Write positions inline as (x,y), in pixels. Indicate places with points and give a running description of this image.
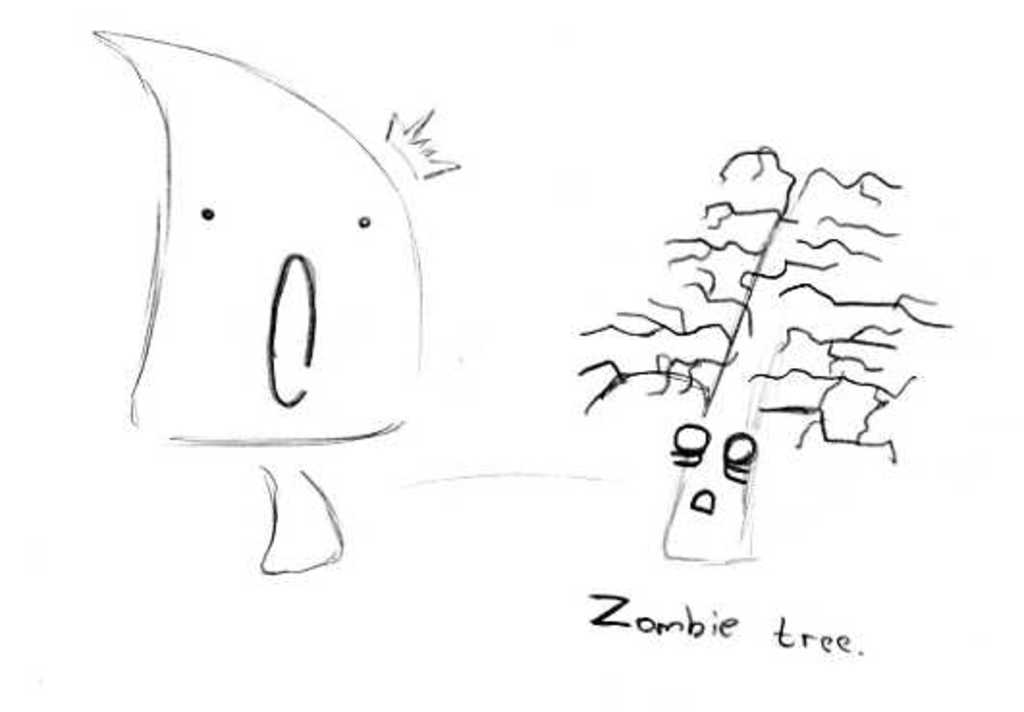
In this image we can see two drawings (245,397). Under this drawing (763,223) it is written as 'Zombie tree'. Background of the image (900,641) it is in white color.
